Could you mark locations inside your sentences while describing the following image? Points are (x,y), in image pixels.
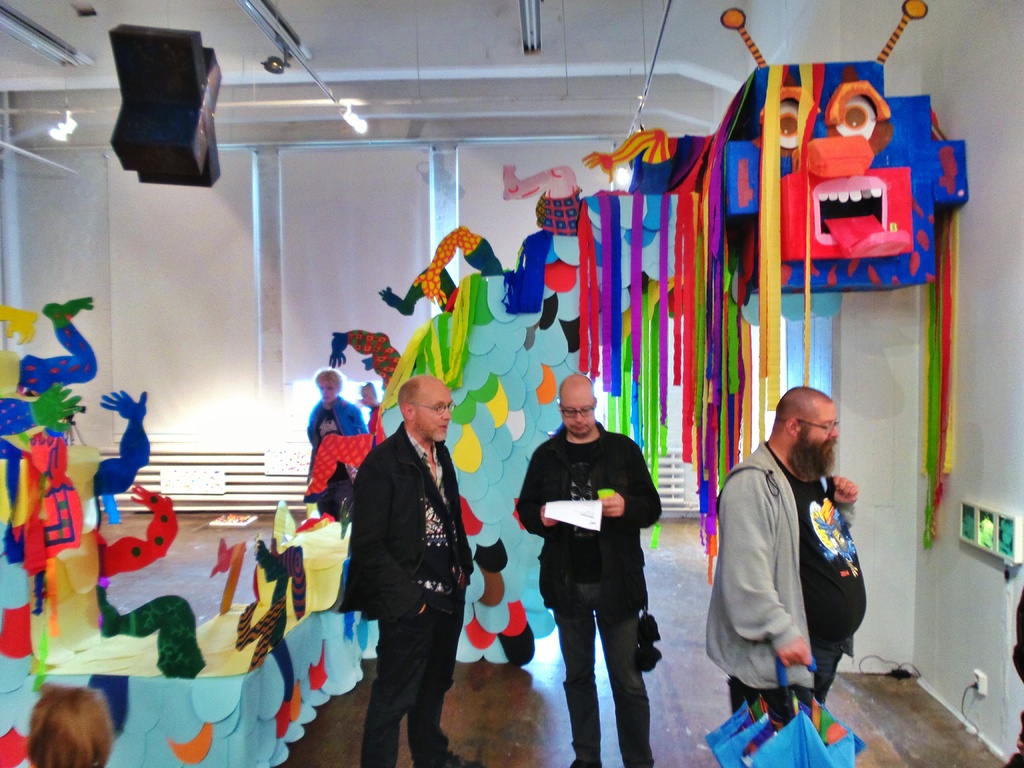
In this picture we can see some people (360,584) standing on the floor (927,747), umbrella (785,686), paper (555,513), decorative items (567,277), lights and some objects (132,120) and in the background (306,170) we can see the wall (236,226).
